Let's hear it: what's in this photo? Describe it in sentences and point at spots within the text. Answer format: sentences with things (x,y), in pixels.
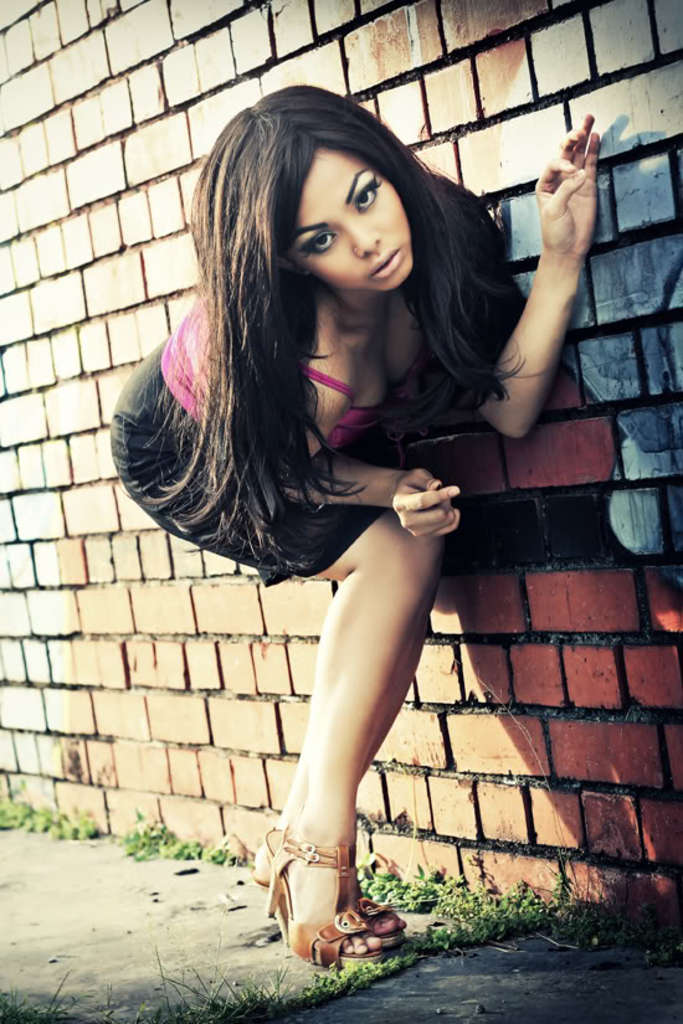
In the image we can see a woman (327,478) wearing clothes (214,517) and sandals (358,916). Here we can see the brick wall (594,670), grass (457,905) and footpath (148,920).
